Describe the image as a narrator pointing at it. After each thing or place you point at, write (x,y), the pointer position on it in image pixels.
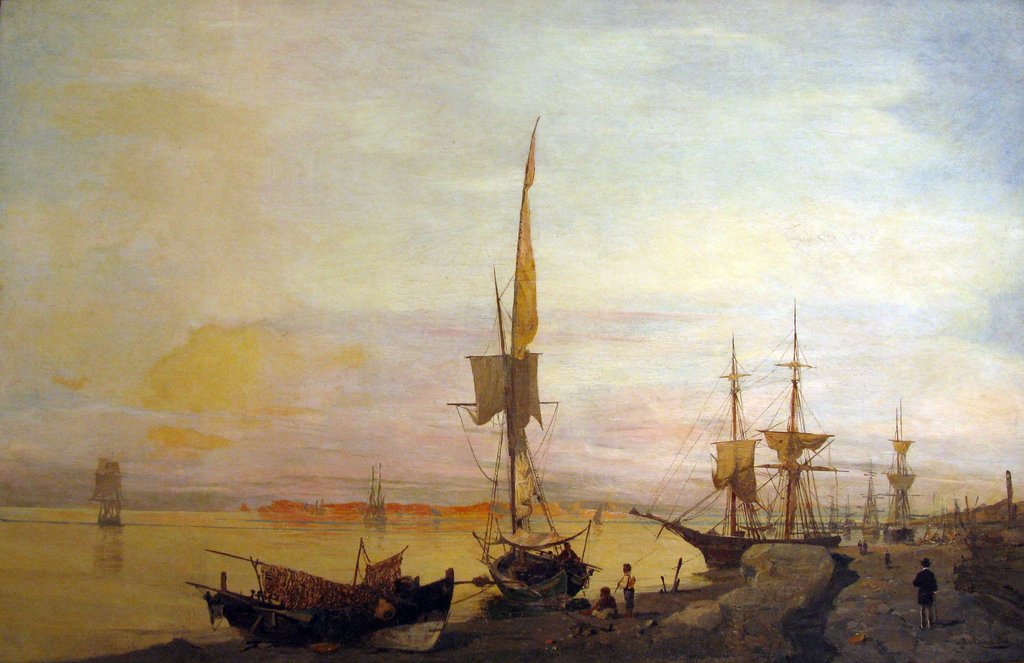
In the picture I can see painting (416,504) of boats (404,624) on the water (666,542) and people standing on the ground (824,621). In the background (689,462) I can also see the sky (467,337).
